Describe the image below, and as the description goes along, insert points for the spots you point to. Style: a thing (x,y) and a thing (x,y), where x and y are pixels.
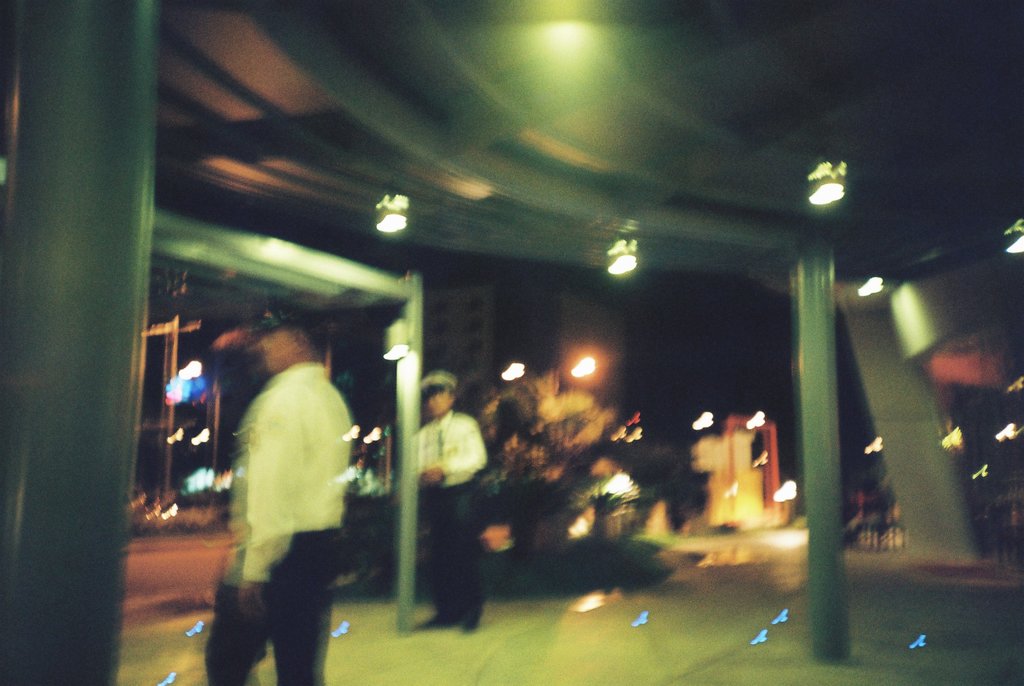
In this image there are two persons (310,365) standing, there are lights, buildings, road (178,599) and there are trees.
